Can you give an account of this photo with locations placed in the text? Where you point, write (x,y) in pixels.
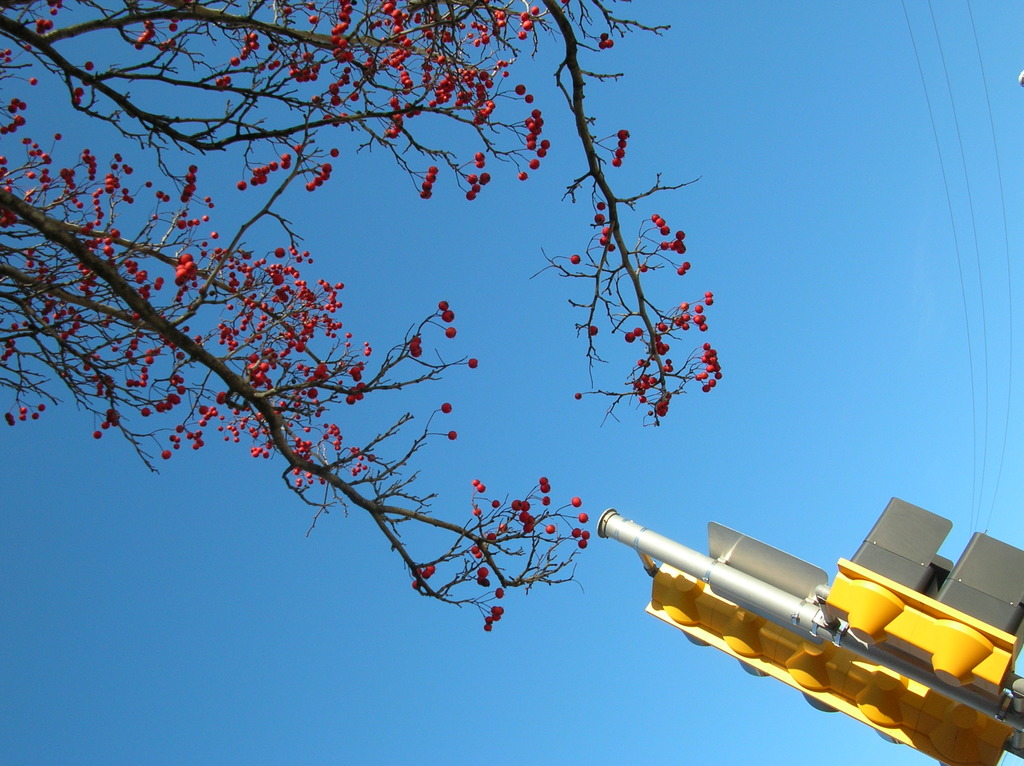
In this picture there is a red color berry tree (292,398) in the front (270,414). Beside there is a yellow color traffic pole (810,652). On the top (720,209) there is a blue sky (389,277).
